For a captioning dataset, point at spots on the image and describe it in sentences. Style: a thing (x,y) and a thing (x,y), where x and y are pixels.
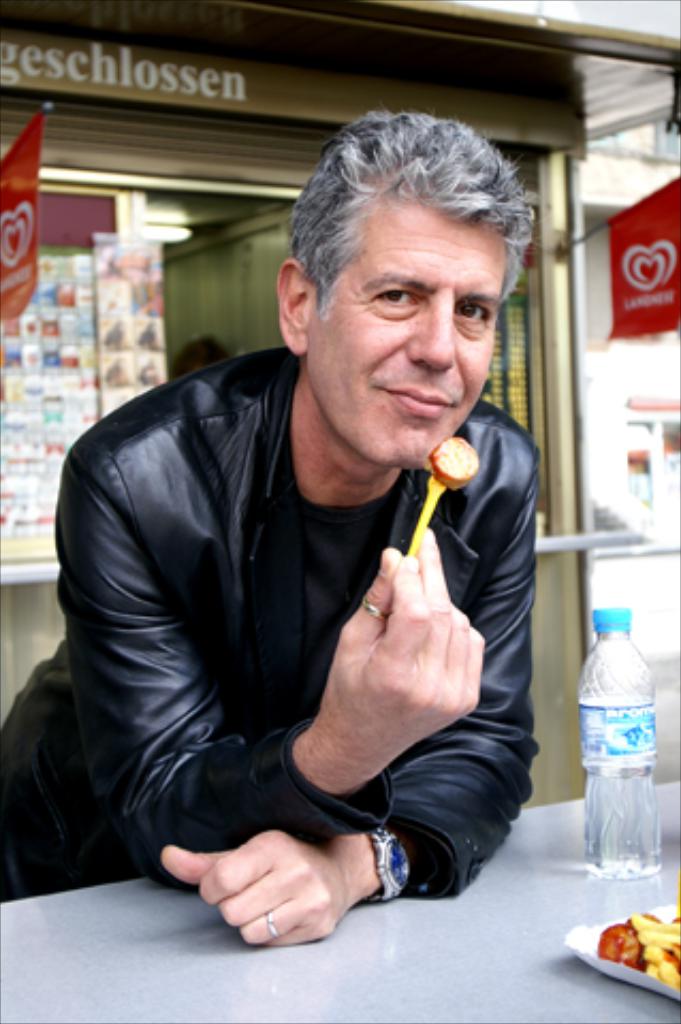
The image is clicked outside the shop (315,114). In this image, there is a man (138,570) holding food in his hand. He is wearing a black colored jacket (471,555). To the right (599,799), there is bottle (655,832) and food (619,952) on the table (509,885). In the background (83,58), there is a shop (103,150).
